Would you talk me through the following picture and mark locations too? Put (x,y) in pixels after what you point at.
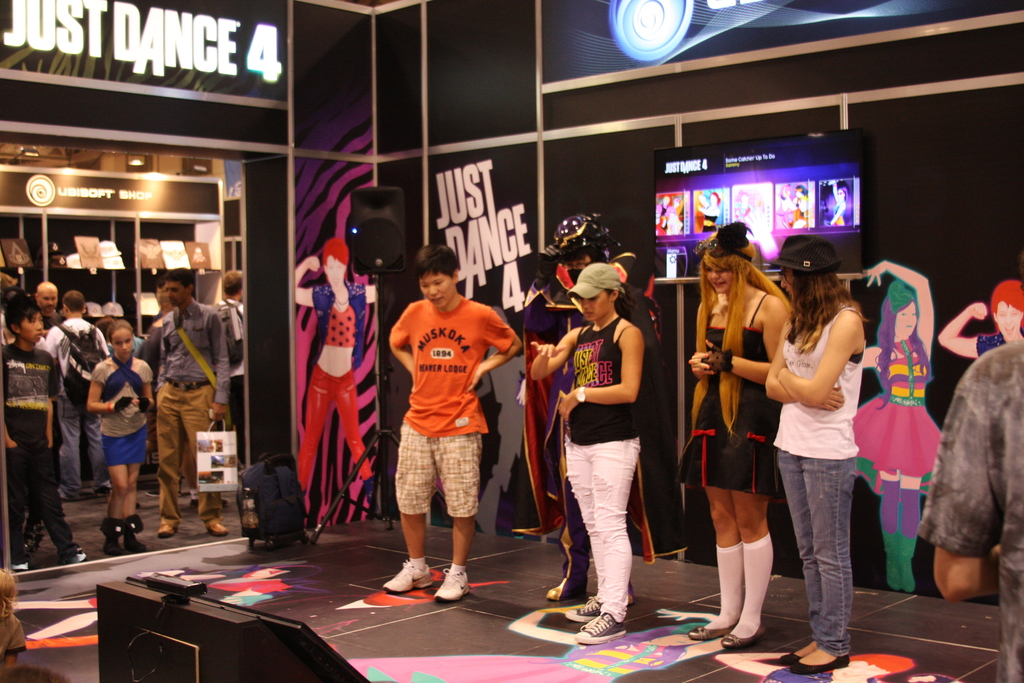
There are people (528,340) standing in the foreground area of the image (623,418), there are posters (356,174) on the wall (263,215), other people (164,299) and objects (661,254) in the background (510,297).
